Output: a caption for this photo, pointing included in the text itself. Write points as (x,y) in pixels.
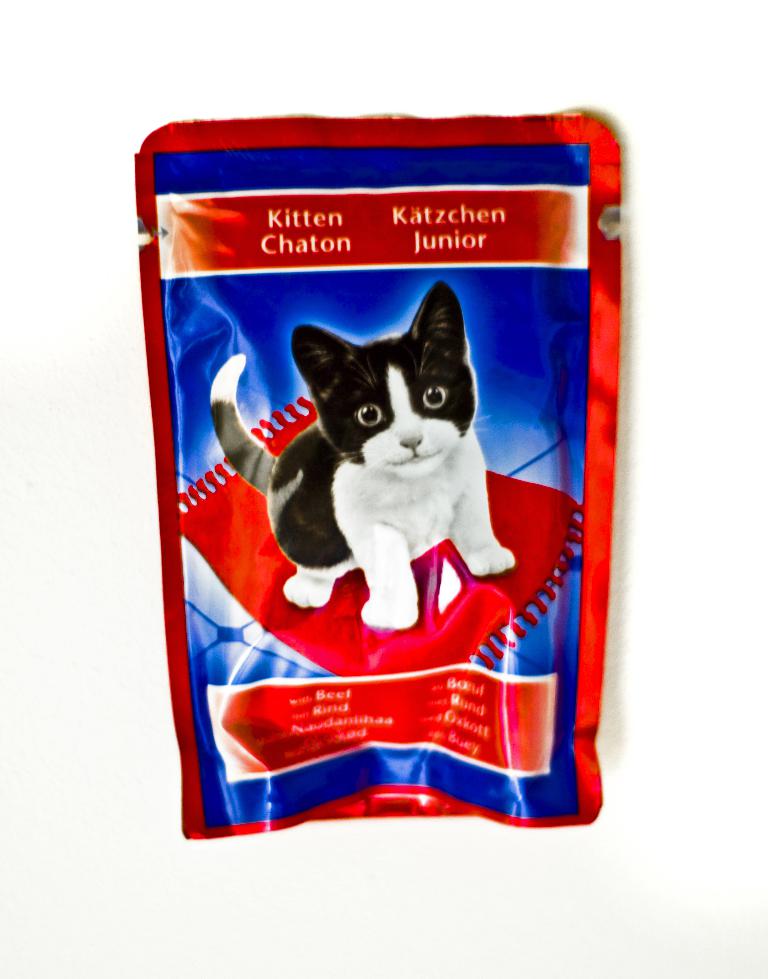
In the picture I can see a packet (311,585) which is in red and blue color on which we can see an image (378,536) of a cat (329,538) on the red color carpet (400,633). Here I can see some text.
